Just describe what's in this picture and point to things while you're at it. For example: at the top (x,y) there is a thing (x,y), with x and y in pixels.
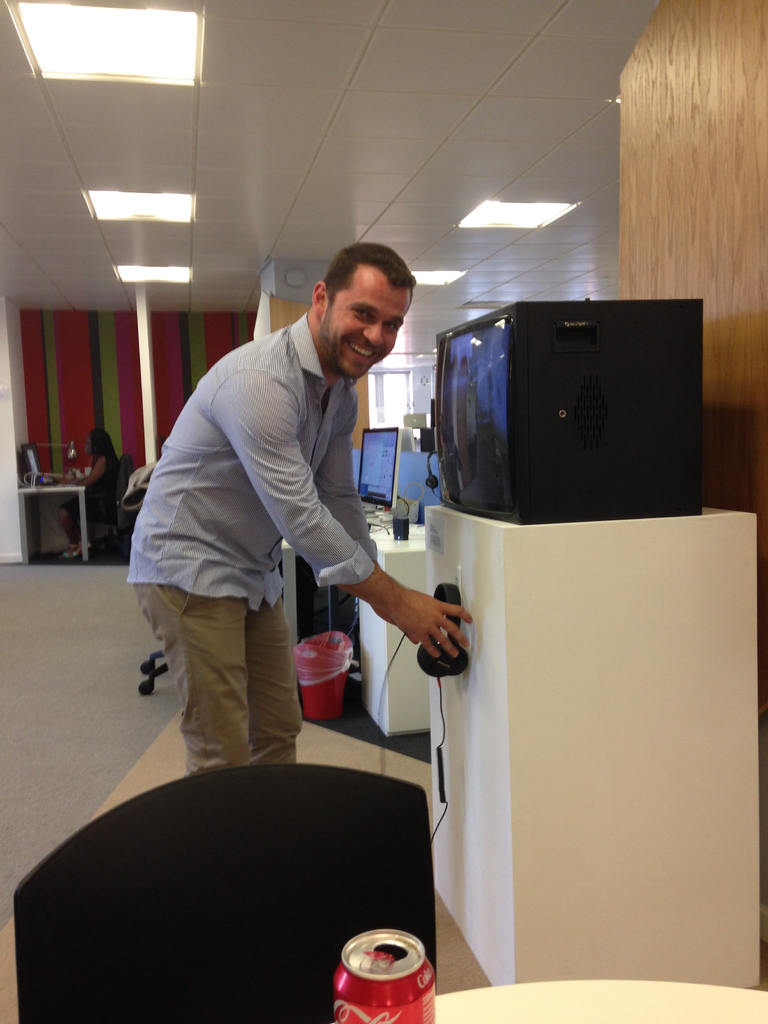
In this picture we can see a man (194,413) standing on the floor (156,754) and smiling, headset (430,662), television (475,456), chair (78,962), tin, tables (708,1011), dustbin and in the background (106,452) we can see a person (99,444) sitting on a chair (125,486), lights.
